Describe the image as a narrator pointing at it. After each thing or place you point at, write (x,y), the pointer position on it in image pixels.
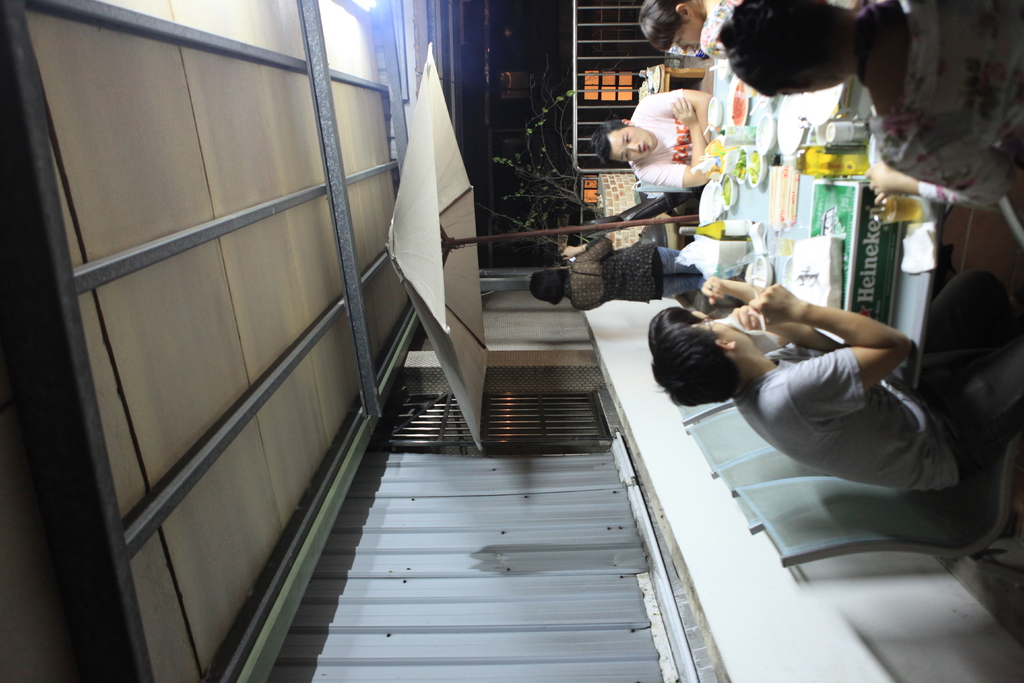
On the right side of the image (885,235) there is a table (898,295) with bottles (699,227), bowls (770,142), plates (788,133) and some other things (777,183). Around the table (778,111) there are few people (744,50) sitting on the chairs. Behind them there is a person (618,283) standing and also there is a pole (598,226) with an umbrella (421,281). At the bottom of the image (544,667) there is a wall (647,507) with black rods (483,423) and some other things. On the left corner of the image (287,269) there is a roof (227,281) with rods (277,387). In the background (532,169) there is a plant (532,169) with leaves (537,185) and also there is a gate (587,82).
